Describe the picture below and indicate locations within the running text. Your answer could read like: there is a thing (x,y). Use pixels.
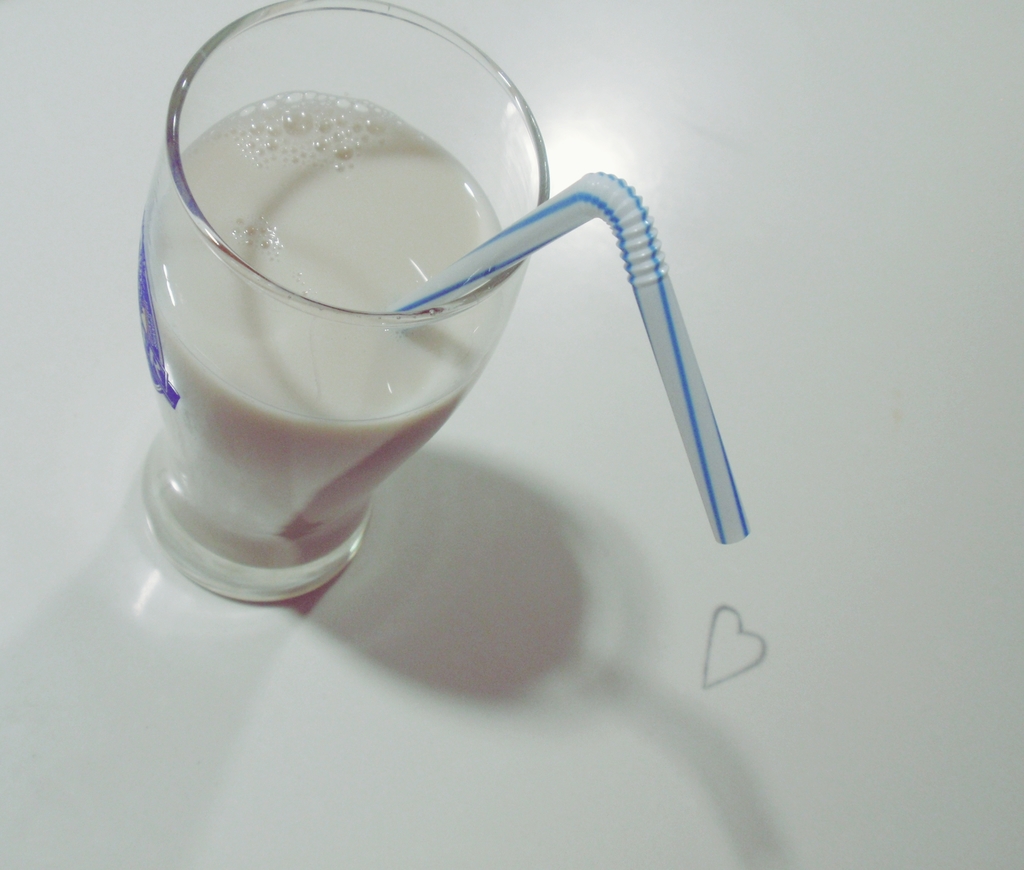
In this image I can see the glass (355,536). In the glass (361,543) I can see the liquid (227,425) in white color and I can also see a white color straw (724,513) and the glass (232,463) is on the white color surface (328,650).
